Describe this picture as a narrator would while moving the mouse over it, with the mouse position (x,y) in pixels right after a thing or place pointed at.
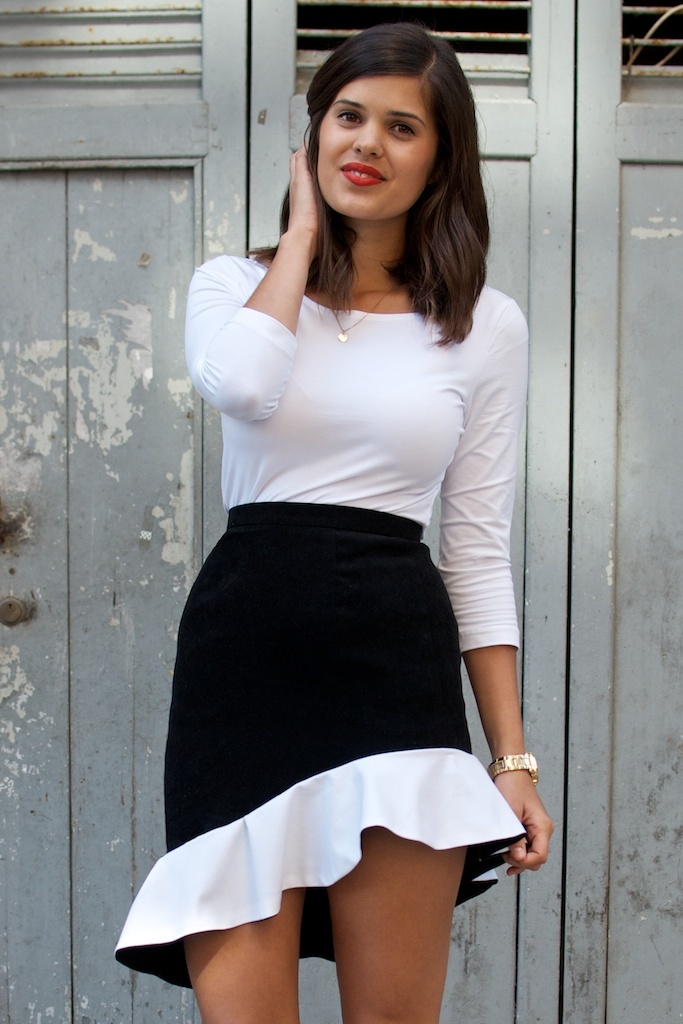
In the center of the image (260,551) we can see a lady (386,261) standing and smiling. In the background (336,22) there is a door (625,319).
